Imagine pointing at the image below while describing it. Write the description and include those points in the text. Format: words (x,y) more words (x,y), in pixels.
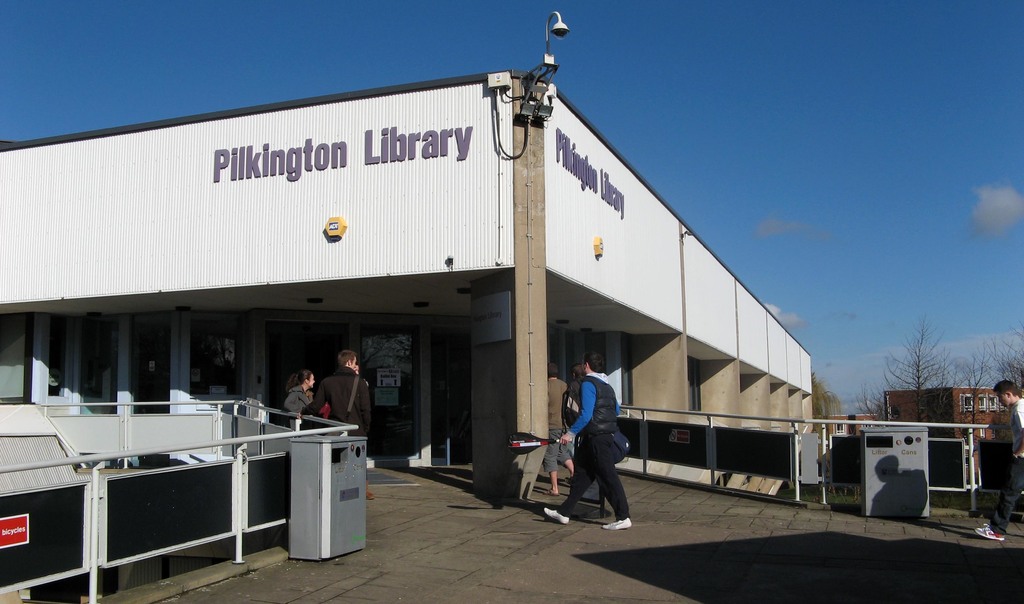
In this picture we can see buildings (28,420), boards (190,475), door (396,349), boxes (356,462), and few persons (328,392). There are trees (977,370). In the background (950,286) there is sky (829,172) with clouds (943,352).
